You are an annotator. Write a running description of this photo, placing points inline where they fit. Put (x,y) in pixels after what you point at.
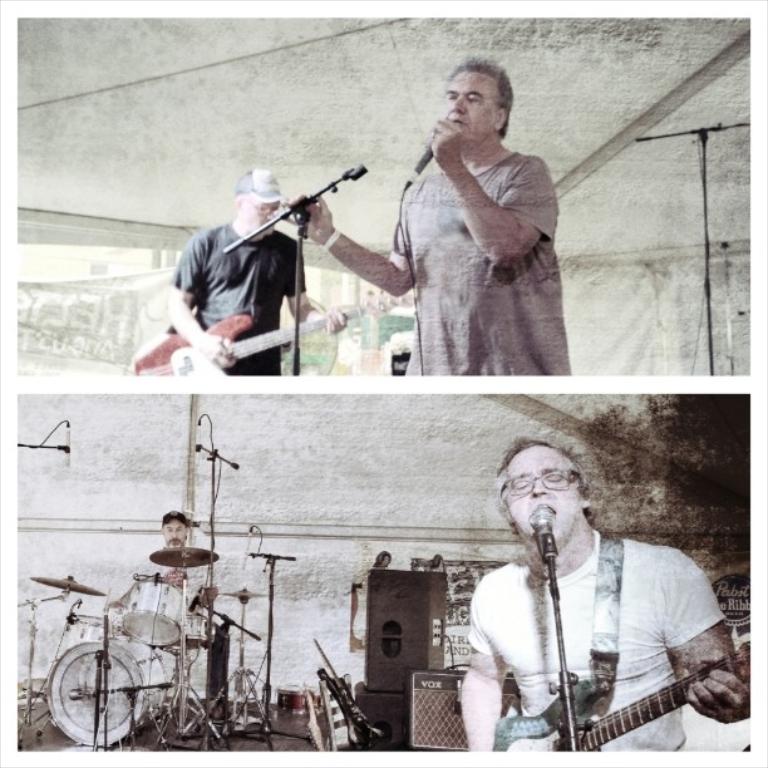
This is an edited image. In the top (212,244) image there are two people (497,274) one of them is singing and the other one is playing guitar (177,345). In the bottom (685,594) image there is a person (570,665) he is playing guitar (665,707) and singing he is on the right side (620,649) on the left side (163,641) he is playing drums (195,550) there are speakers (406,657) in the middle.
